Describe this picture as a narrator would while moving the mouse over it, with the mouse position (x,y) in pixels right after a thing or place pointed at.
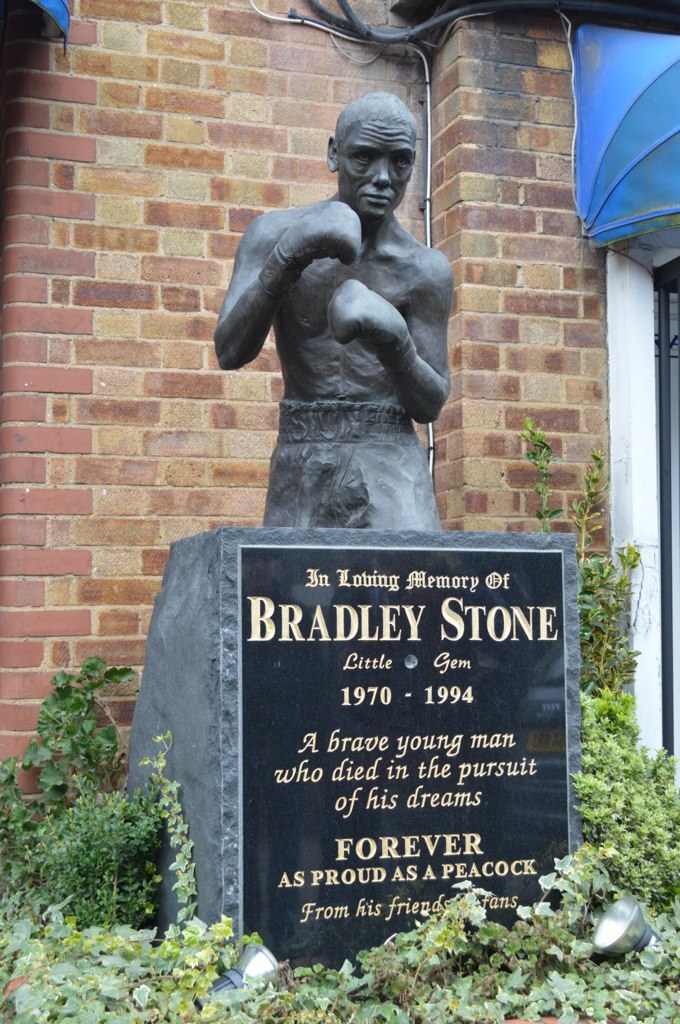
In the picture we can see a man sculpture (433,408) on the stone (540,607) and around the stone (512,808) we can see the plants (600,716) and behind the stone (326,556) we can see the wall (429,50).
